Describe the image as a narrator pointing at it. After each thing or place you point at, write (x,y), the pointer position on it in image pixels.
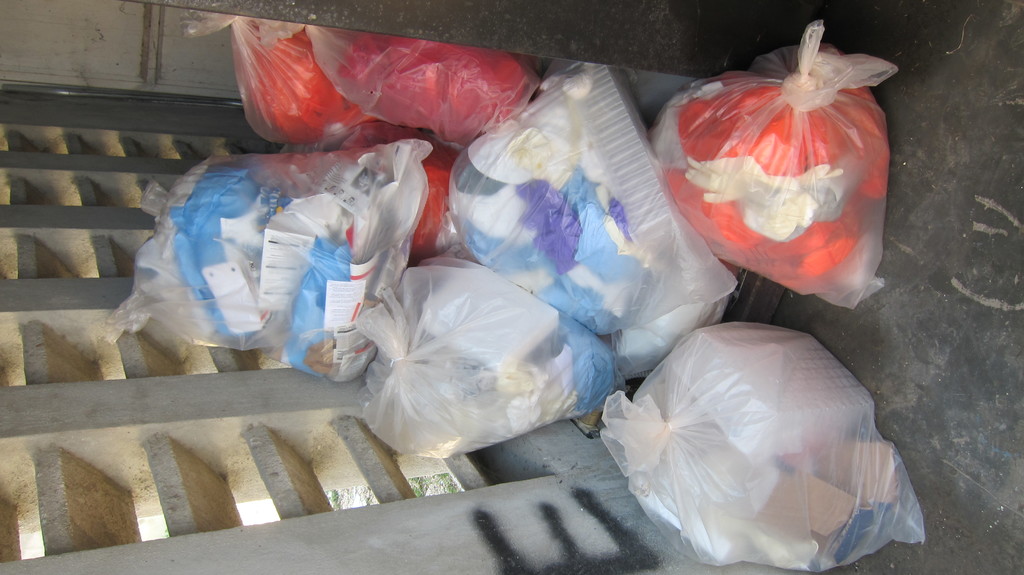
In this image I can see few transparent bags (452,86) in which I can see few objects (395,79) which are orange, red, blue, white and violet in color. I can see those bags (557,118) are on the ground (888,274) which is black in color.
